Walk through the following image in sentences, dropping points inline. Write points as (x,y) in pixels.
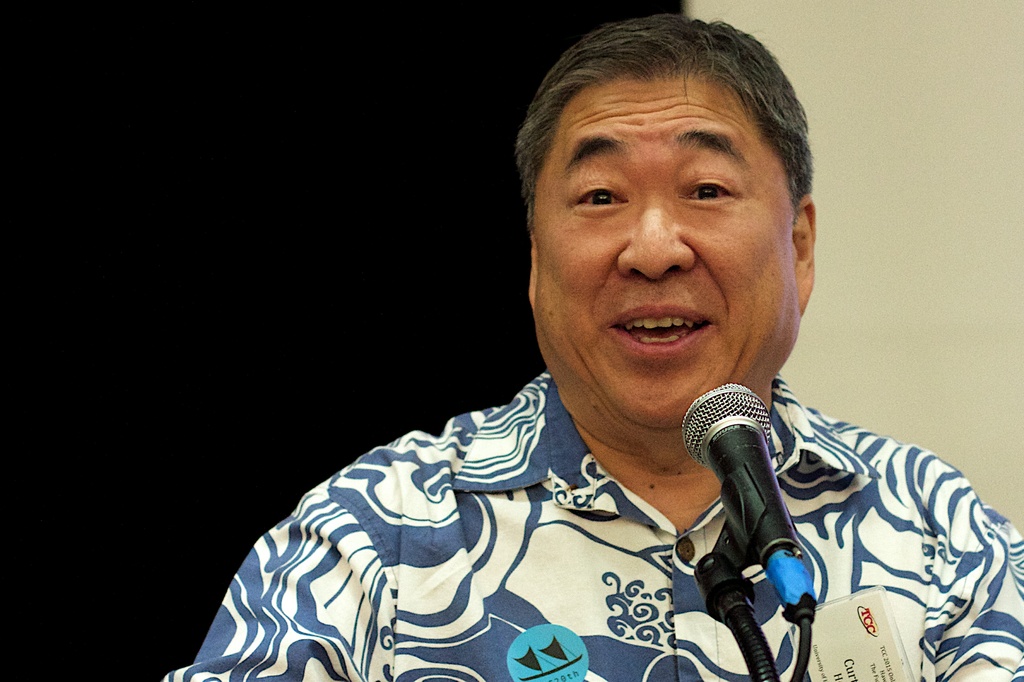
In this picture I can see there is a man (776,238), wearing a white and blue shirt (562,557) and he is speaking and there is a microphone (765,508) attached to the microphone stand (716,604) and in the backdrop (379,153) there is a wall (839,88) on to right (895,358) and there is a black surface (392,99) onto left.
